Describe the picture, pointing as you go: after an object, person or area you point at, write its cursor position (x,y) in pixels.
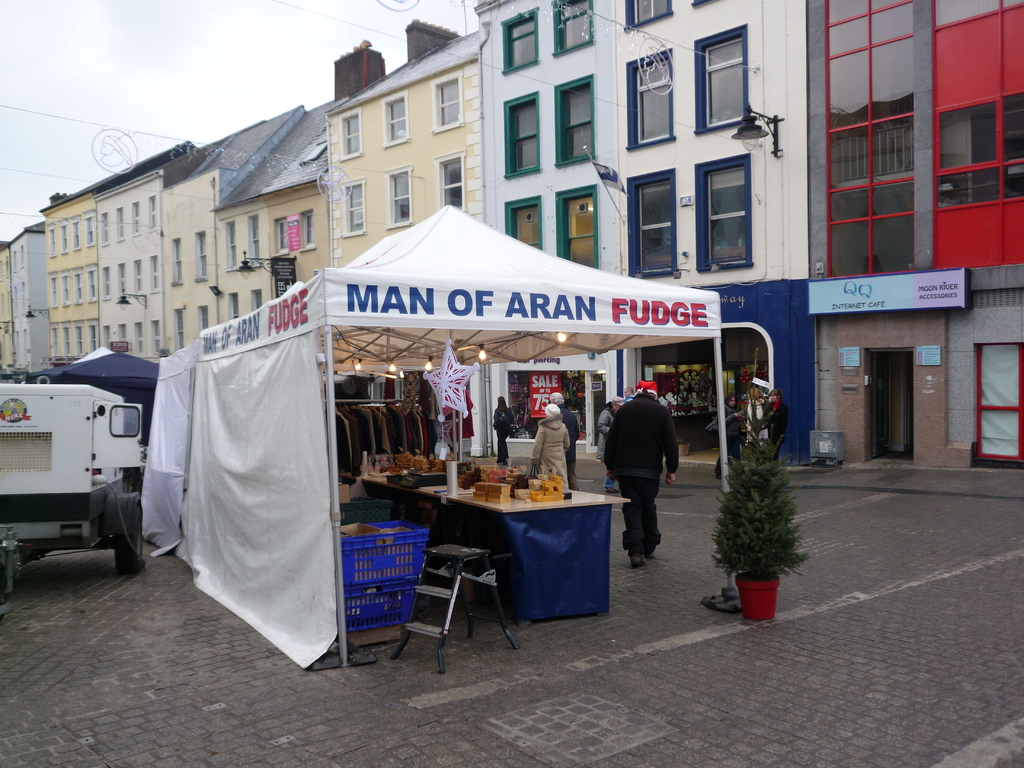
In this picture we can see some persons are standing on the road (940,611). This is plant (755,524) and there is a stall (314,618). Here we can see a table (540,510) and this is chair (464,577). On the background (534,176) we can see some buildings (910,272). And there is a vehicle (37,505). And this is sky (78,67).
